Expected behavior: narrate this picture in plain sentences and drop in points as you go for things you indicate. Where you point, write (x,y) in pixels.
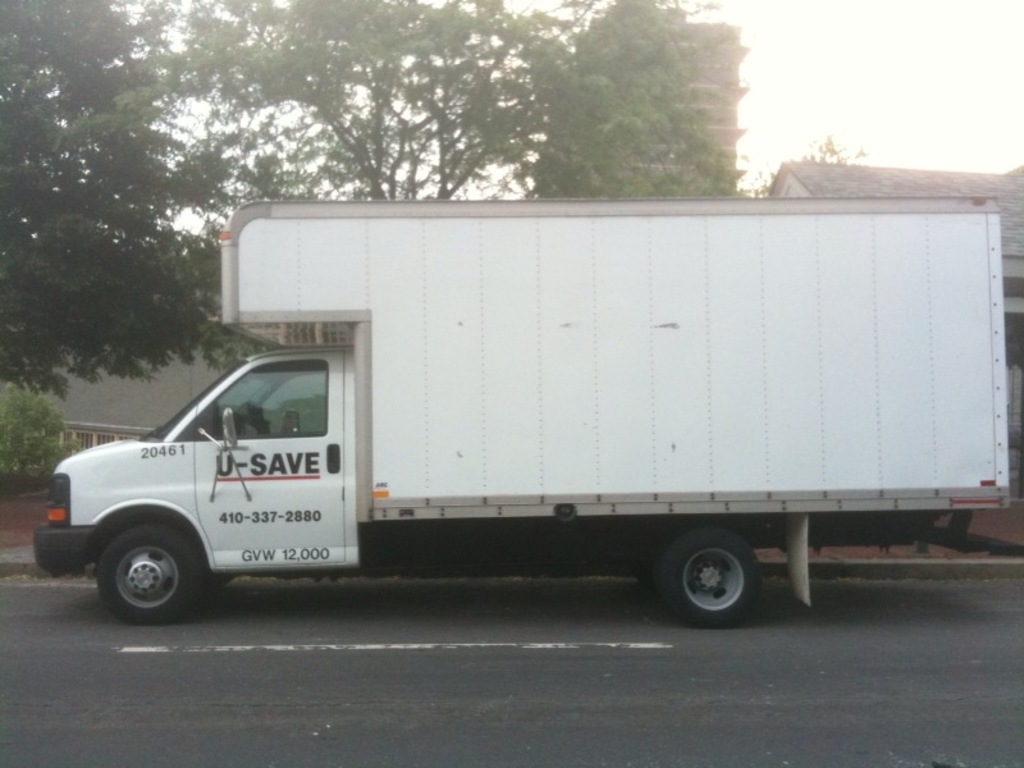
In the foreground of this image (440,436), there is a vehicle (458,449) parked on the road (766,714). In the background (481,120), there are trees (561,142), few buildings (894,170) and the sky (877,50).
